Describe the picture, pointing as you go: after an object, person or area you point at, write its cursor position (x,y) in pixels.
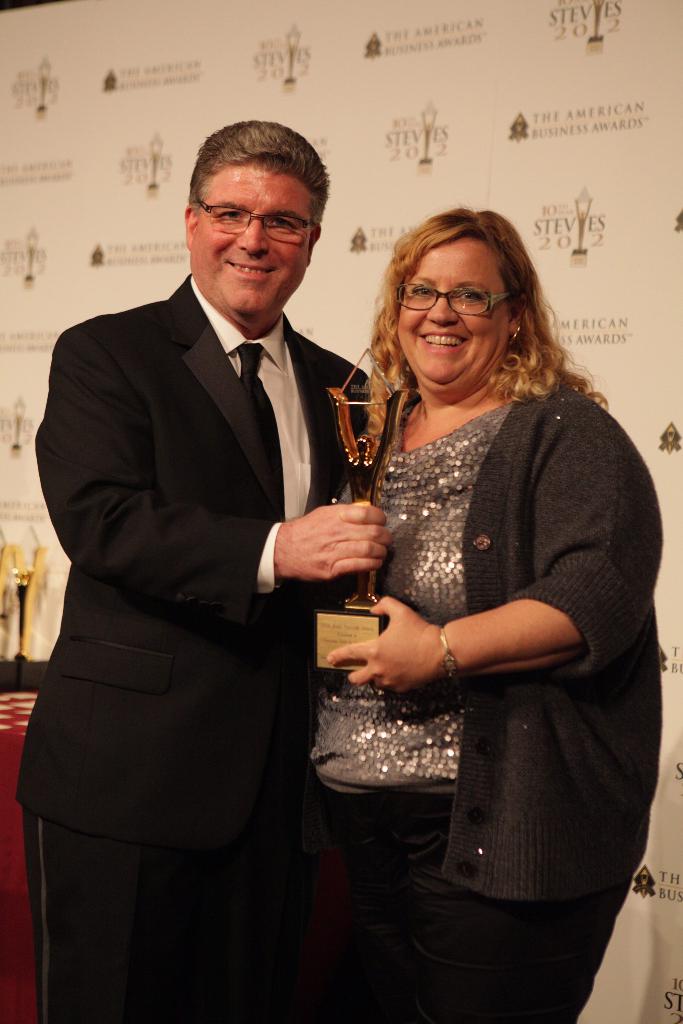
In this image can see a man (281,423) is standing, and he is wearing the suit (320,388), beside a woman (401,432) is smiling, and holding the prize (349,430) in the hands (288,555).
